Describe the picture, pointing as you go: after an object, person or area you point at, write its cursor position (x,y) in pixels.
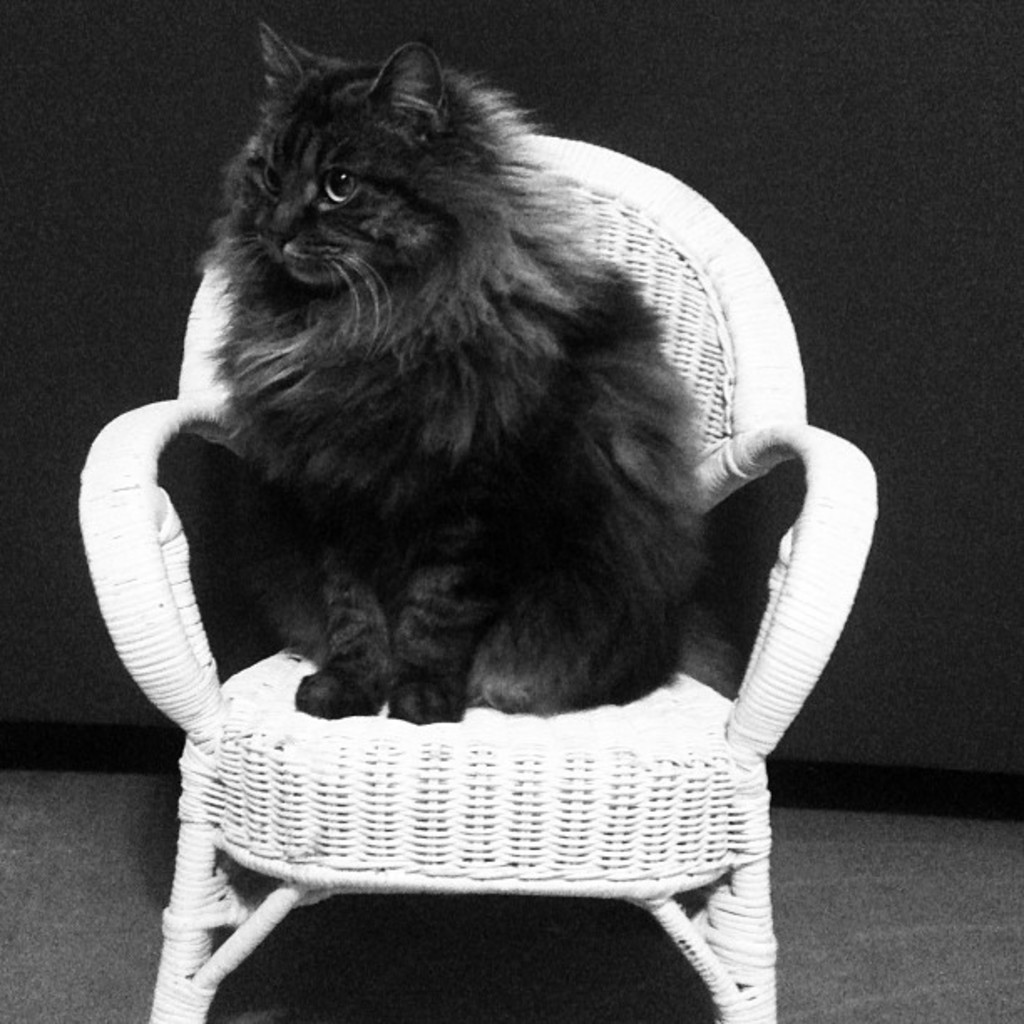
As we can see in the image, there is a black color cat (430,560) on white color chair (433,840).
